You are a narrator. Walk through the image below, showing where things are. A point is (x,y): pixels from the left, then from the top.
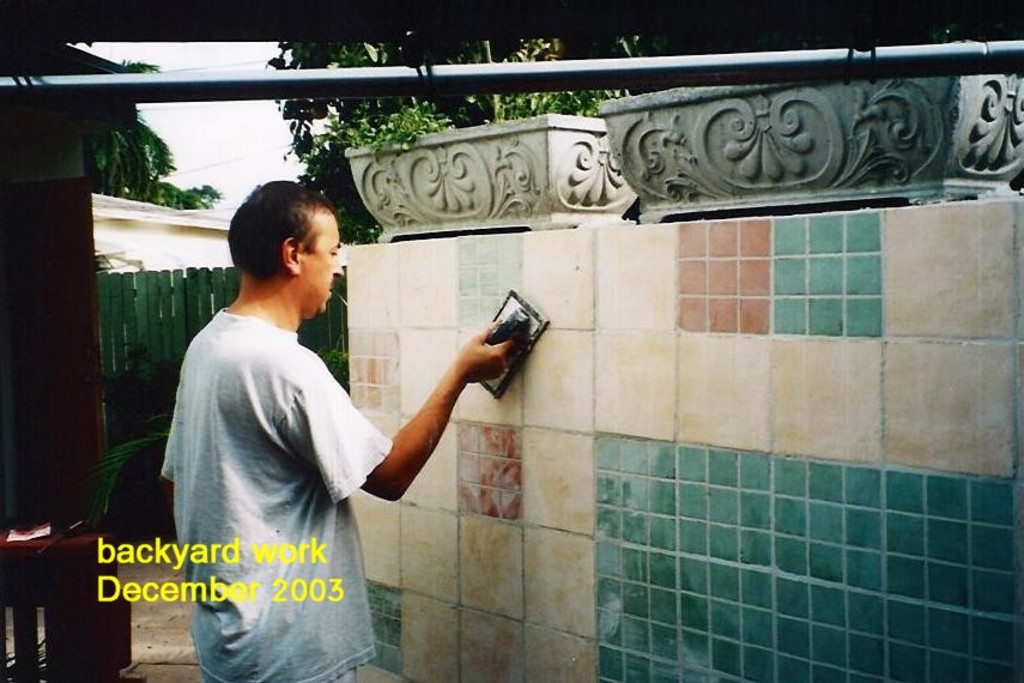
In this picture I can see there is a man (492,330), holding a grout float (522,347) and there is a wall (426,390) in front of him, there are few flower pots (517,153) with plants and there is a green color gate (146,297) in the backdrop (126,327) and there are few trees (141,147) and the sky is clear.
